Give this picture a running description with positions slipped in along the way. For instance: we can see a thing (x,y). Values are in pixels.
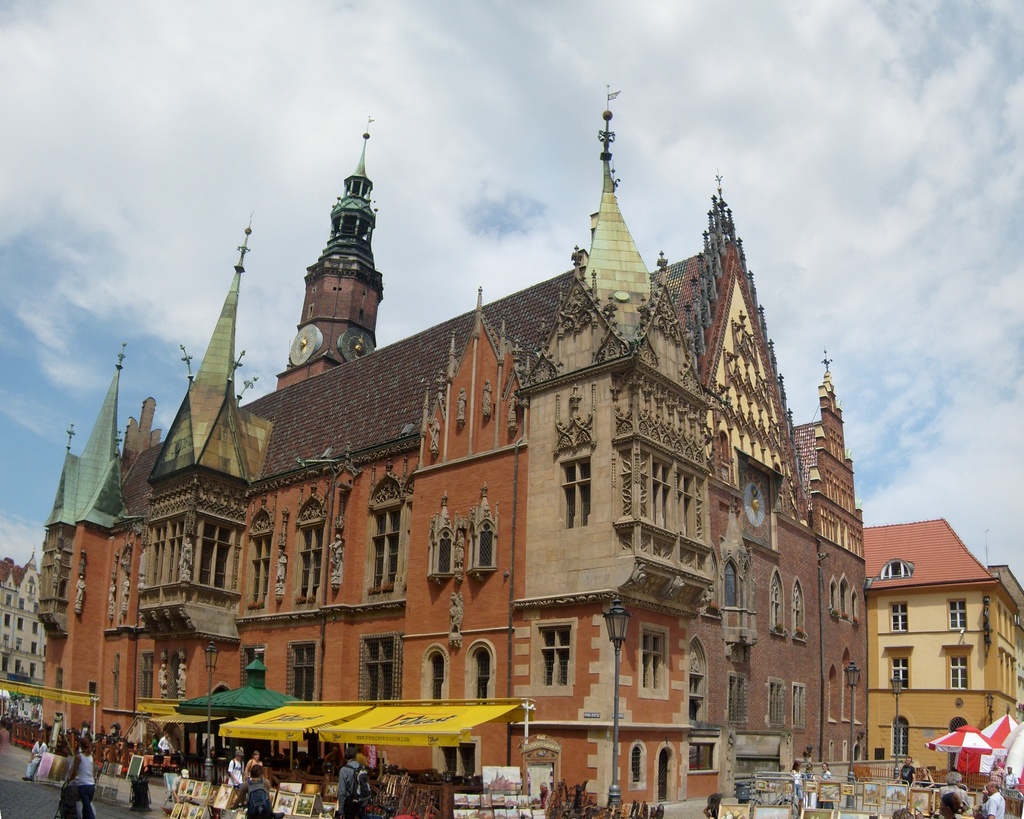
in foreground (243,693) we have many stalls (443,791) and persons (257,777). In the middle of the image (502,318) we have big building (507,480) with three colors brown, red and cream. On the top (553,228) we have the sky (214,103).
